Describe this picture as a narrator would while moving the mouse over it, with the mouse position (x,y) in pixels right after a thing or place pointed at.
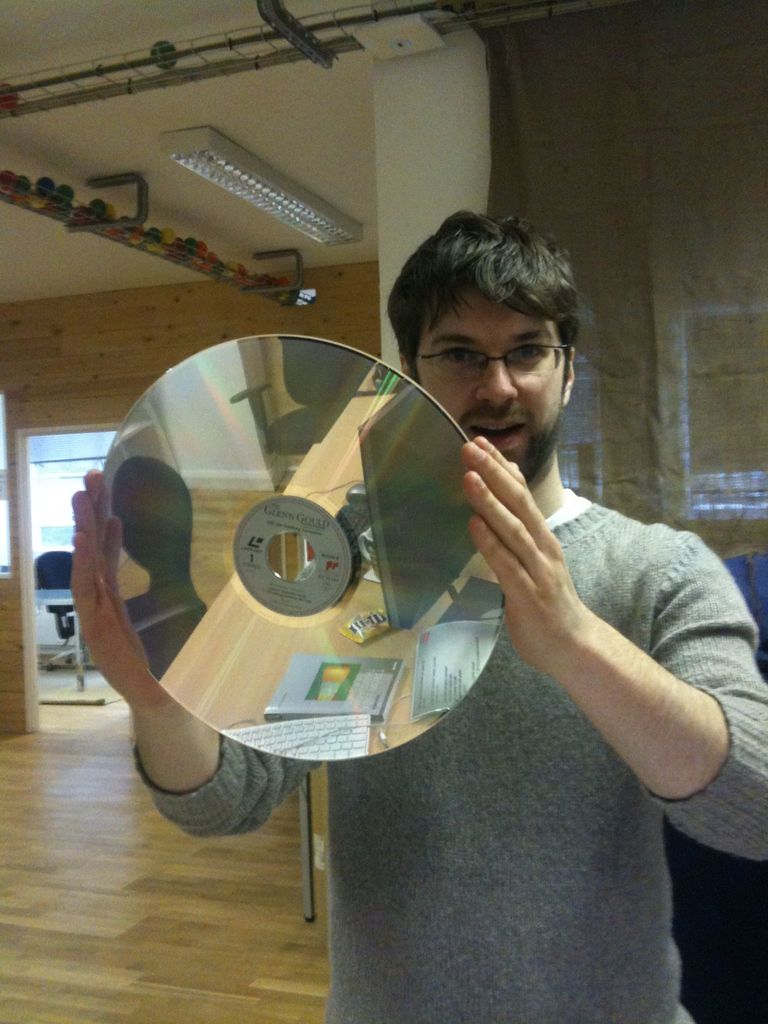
In this image a person (544,562) is holding a disc (360,649). On it there is reflection (360,604) of monitor (381,552), books (347,683), few other things (314,733). On the ceiling (238,199) there are lights (213,152). This is an entrance (50,532).
